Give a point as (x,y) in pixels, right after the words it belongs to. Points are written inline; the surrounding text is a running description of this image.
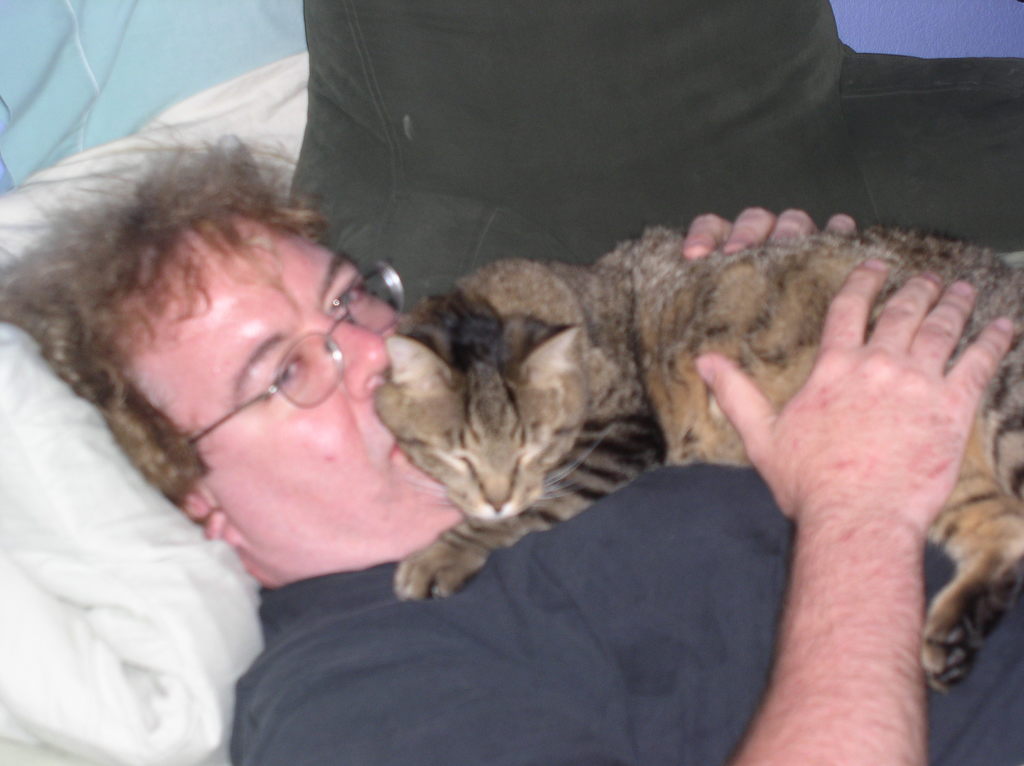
In this image I see a person (411,672) who is lying on a couch (477,49) and a cat (884,244) is on the person (371,357) and the person (351,429) is holding the cat (973,550) with the hands (808,225).
